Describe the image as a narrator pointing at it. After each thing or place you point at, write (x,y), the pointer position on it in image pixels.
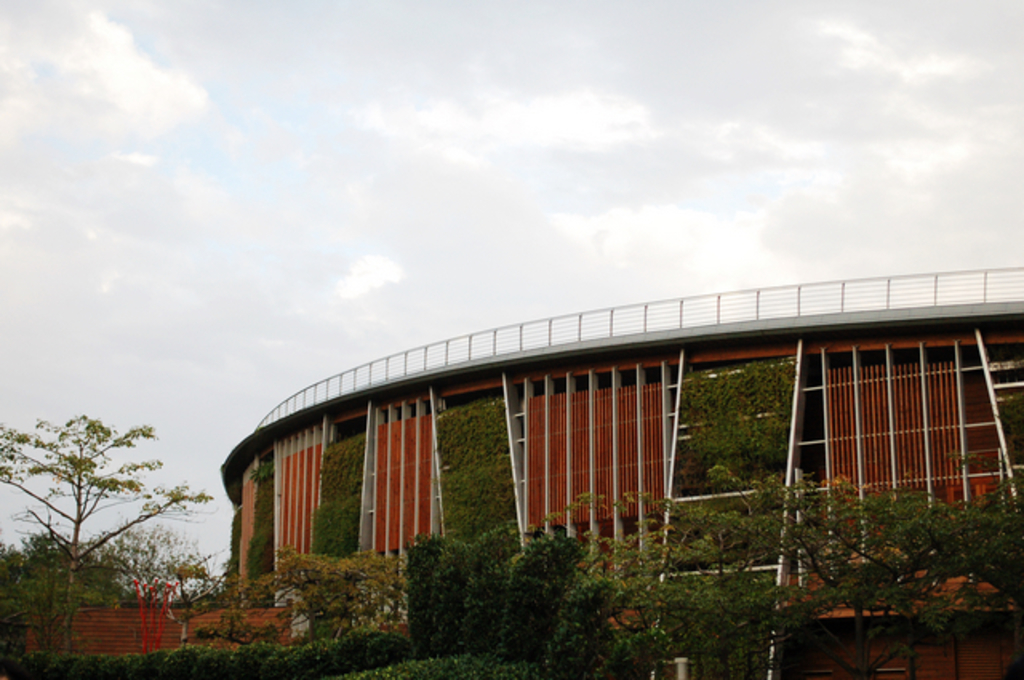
In the picture we can see a stadium wall (696,341) and top of it, we can see a railing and into the wall (710,341) we can see some plants (717,410) and besides on the path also we can see some plants (7,642), trees (84,587) and sky (666,177) with clouds (959,145).
